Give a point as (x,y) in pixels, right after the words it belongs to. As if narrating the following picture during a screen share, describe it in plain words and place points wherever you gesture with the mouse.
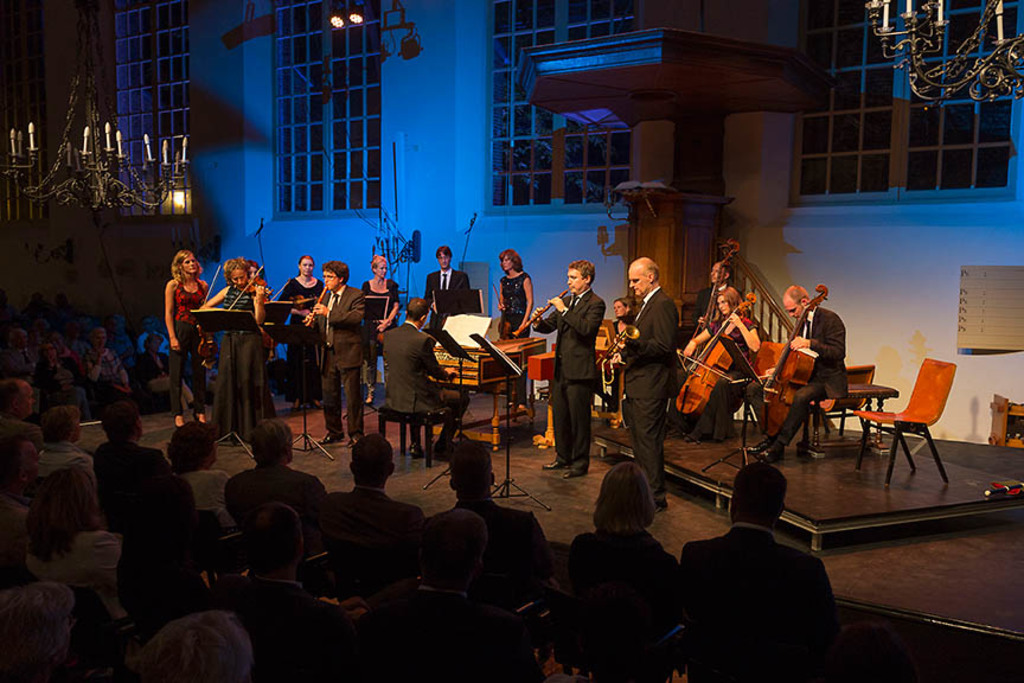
In this image i can see number of people (266,535) sitting on chairs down the stage (485,414), On the stage (529,463) i can see number of people (326,316) standing and holding musical instruments (322,295) in their hands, and few people (795,346) sitting on chairs (823,402) and holding musical instruments (719,371). In the background (870,131) i can see the wall (406,100), few lights (332,19), windows (870,131) and a chandelier (117,150).
